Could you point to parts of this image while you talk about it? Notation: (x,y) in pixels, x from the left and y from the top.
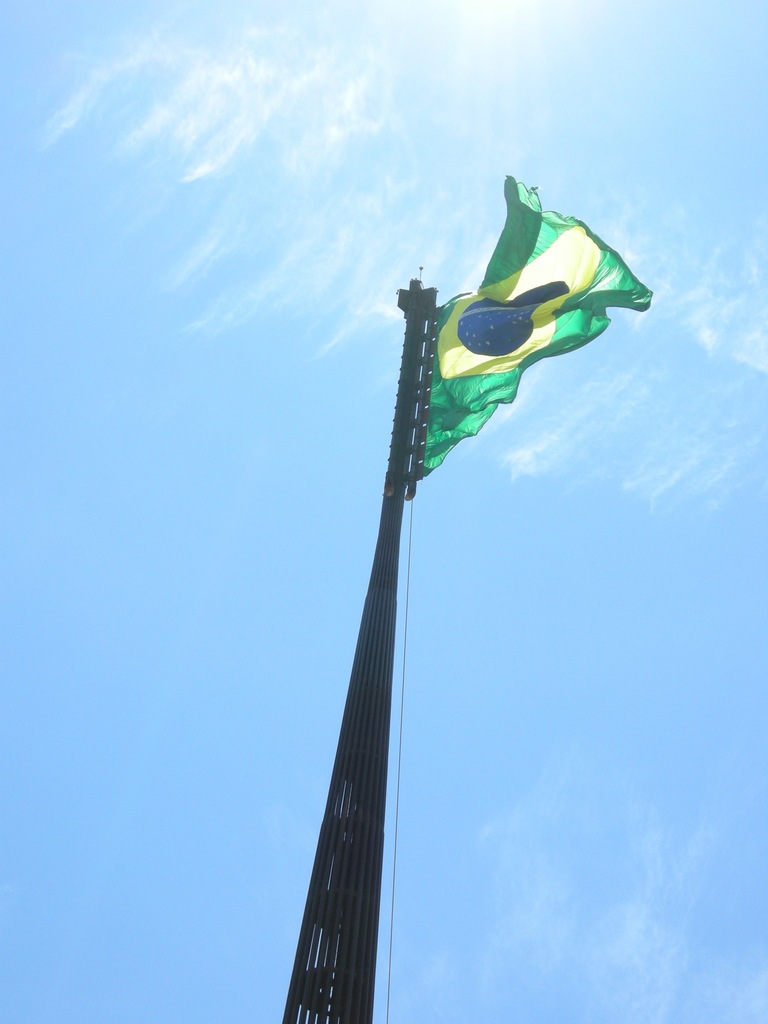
In the image we can see the flag (460,354) attached to the pole (370,688) and the pale blue sky (211,278).
